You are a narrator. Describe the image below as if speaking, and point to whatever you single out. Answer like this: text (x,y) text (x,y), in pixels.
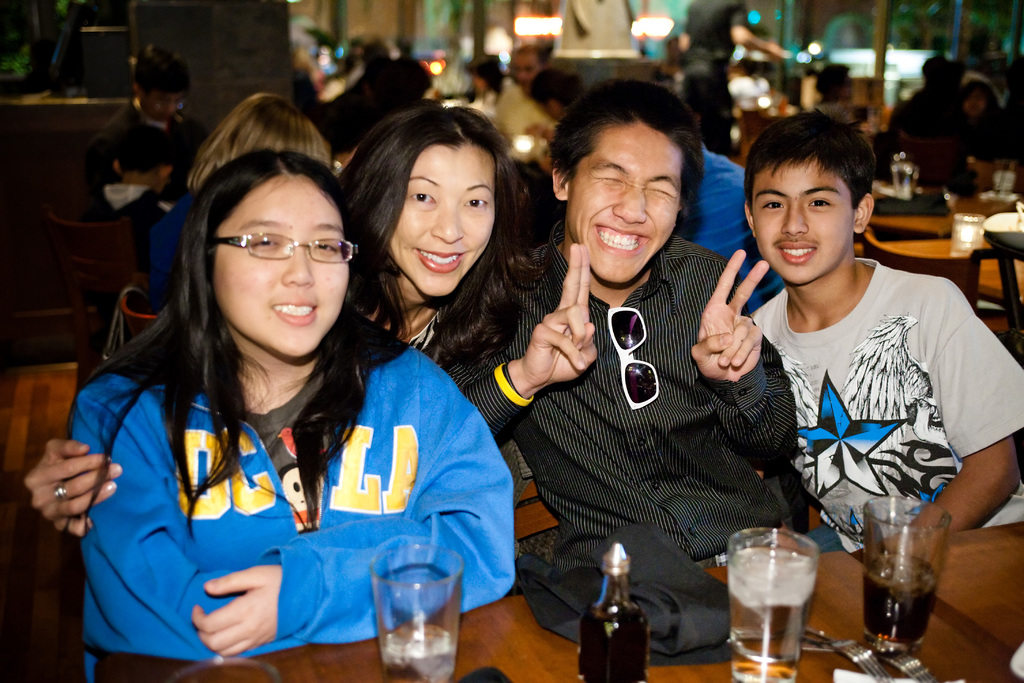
In this picture there is a group of girls and boys (812,417) sitting on the chair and smiling and giving a pose into the camera. In the front (1008,537) there is a table (966,537) on which some glasses (441,608) are placed. Behind there is a group of persons (334,101) sitting in the restaurant (880,123) and enjoying.
